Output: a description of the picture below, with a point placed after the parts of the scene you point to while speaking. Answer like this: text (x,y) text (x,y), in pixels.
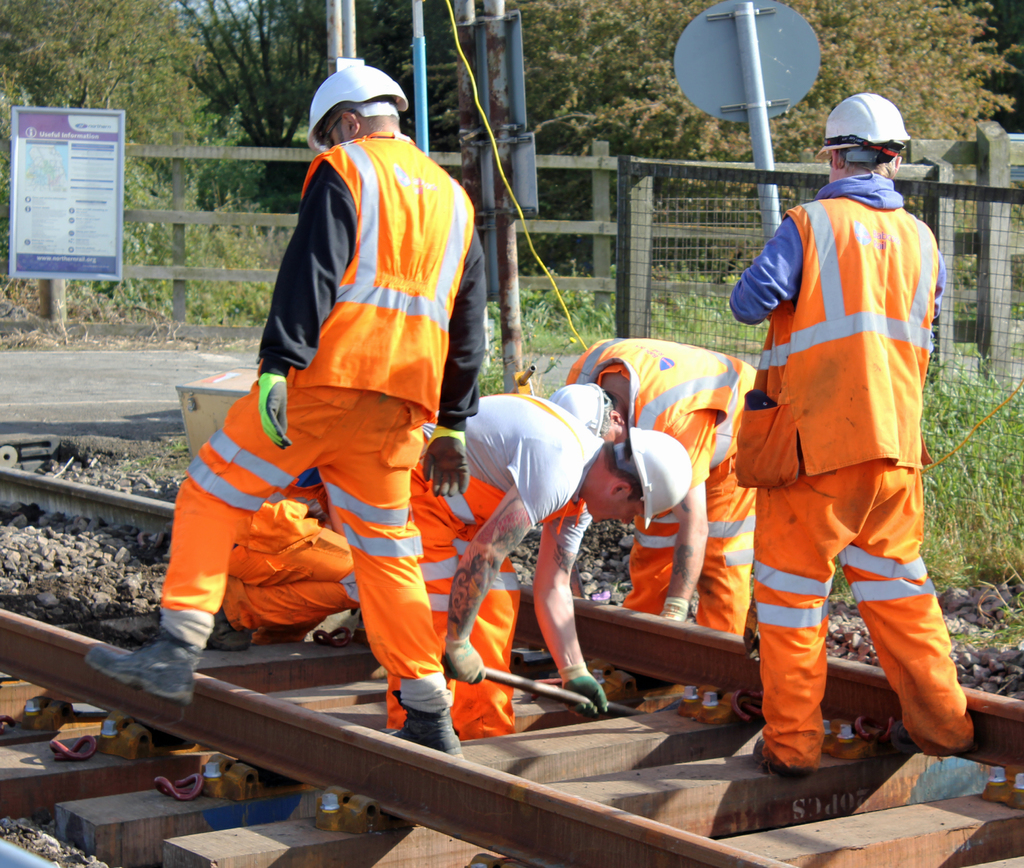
In this image we can see a group of men (589,462) on the track (664,722). In that a man (572,562) is holding a rod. We can also see some stones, boards (109,210), poles (750,78), a fence (720,299), plants (552,315) and a group of trees (561,178).
